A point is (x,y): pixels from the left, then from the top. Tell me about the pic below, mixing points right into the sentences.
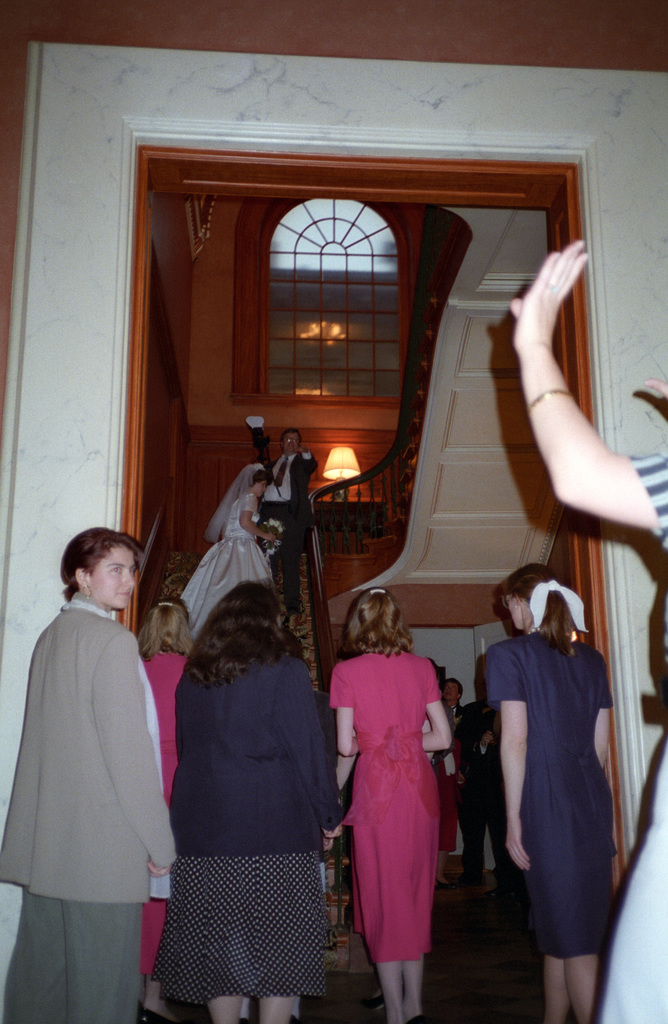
In this picture I can see the girl (257,551) who is wearing white dress (212,559) and holding a flowers (272,551), she is standing on the stairs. Beside her there is a man (282,560) who is wearing suit (288,511), trouser (285,568) and shoes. At the bottom (65,729) I can see many people (459,746) were standing near to the stairs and door frame (625,865). At the top (364,216) there is a window (347,229). On the right (546,383) I can see the woman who is standing near to the wall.
